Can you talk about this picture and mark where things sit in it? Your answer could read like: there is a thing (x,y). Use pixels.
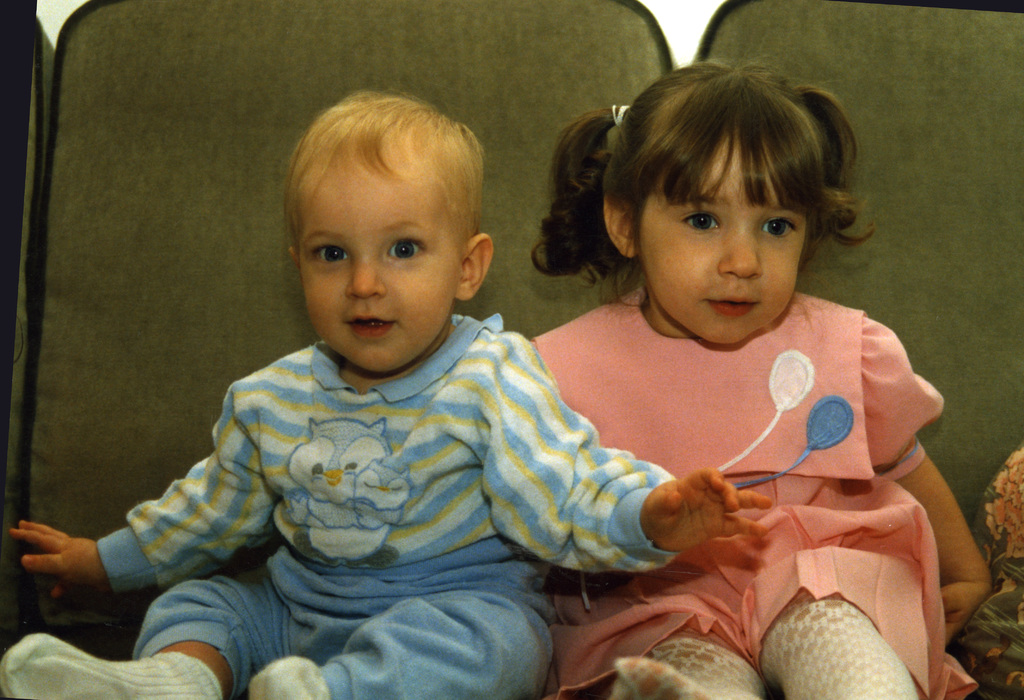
In this image I can see two children (413,402) sitting on chairs (137,281) which are green in color. I can see the white colored background (672,42).
